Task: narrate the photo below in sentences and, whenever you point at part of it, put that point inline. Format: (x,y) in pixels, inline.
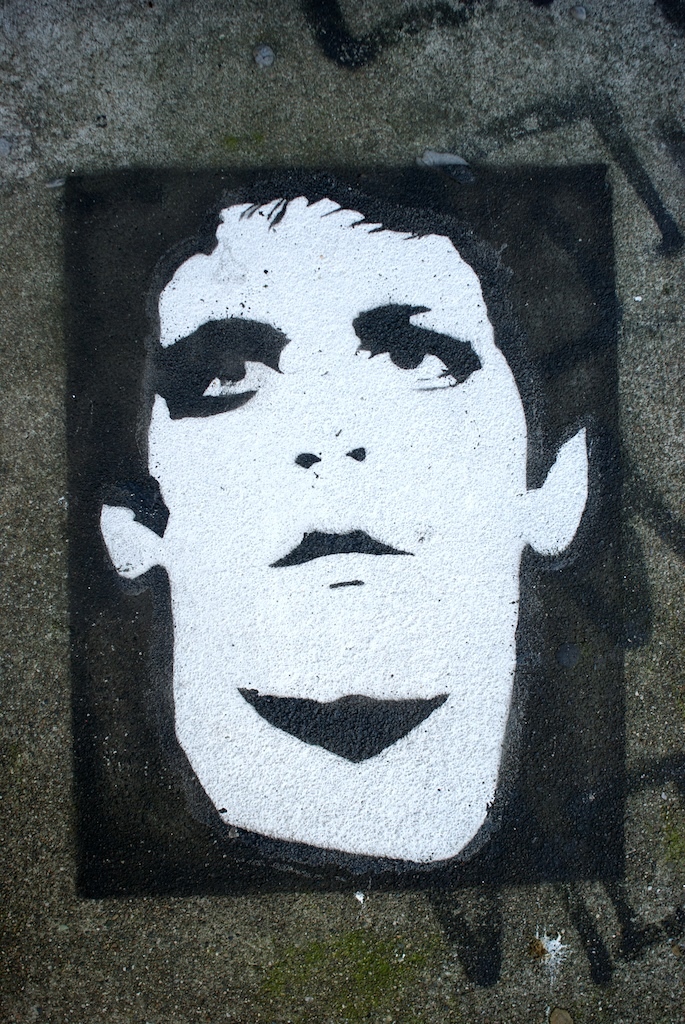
In this image we can see a man sketch (313,407) on the wall (358,169).
